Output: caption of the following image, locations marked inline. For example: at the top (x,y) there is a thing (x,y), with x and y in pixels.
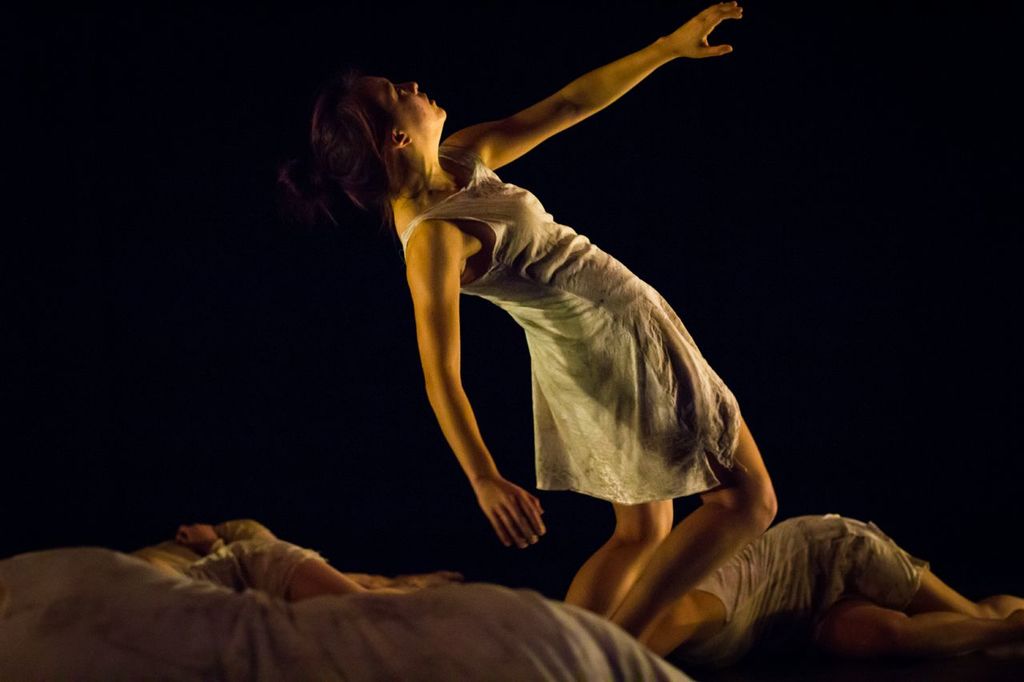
In the picture we can see a woman (338,144) standing and bending backwards and she is with white top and raising her hand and in front of her we can see one person (857,558) lying on the floor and back side of her also we can see some people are lying on the floor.
